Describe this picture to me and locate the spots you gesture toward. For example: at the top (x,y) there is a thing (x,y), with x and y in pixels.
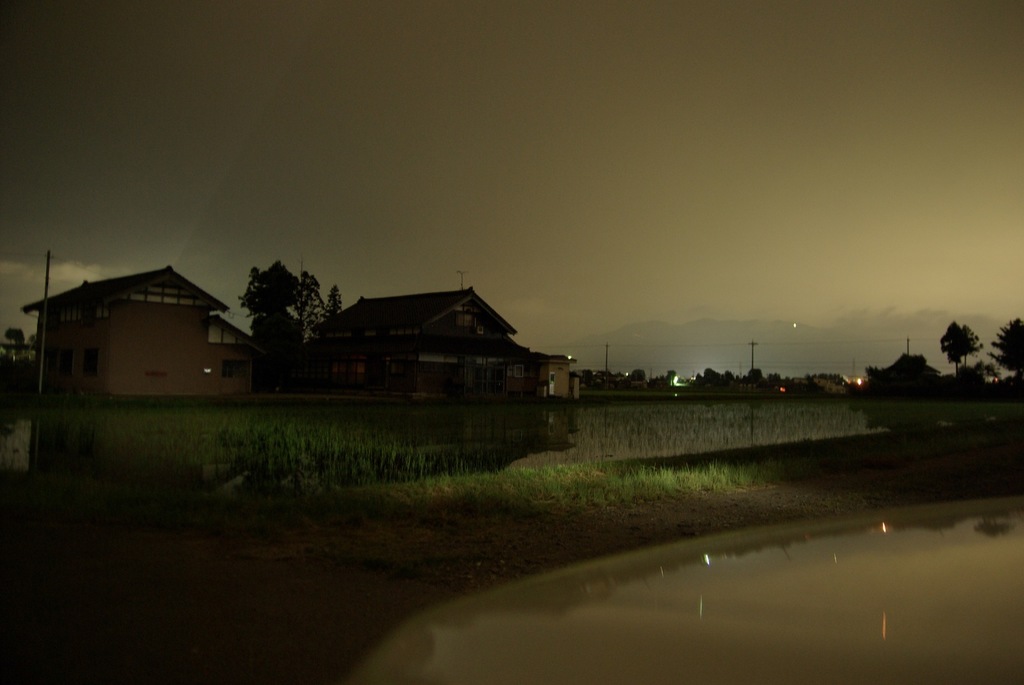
In this image we can see some houses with roof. We can also see some grass (490,473), water (792,608), trees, some utility poles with wires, lights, the hills (722,345) and the sky (684,213) which looks cloudy.
